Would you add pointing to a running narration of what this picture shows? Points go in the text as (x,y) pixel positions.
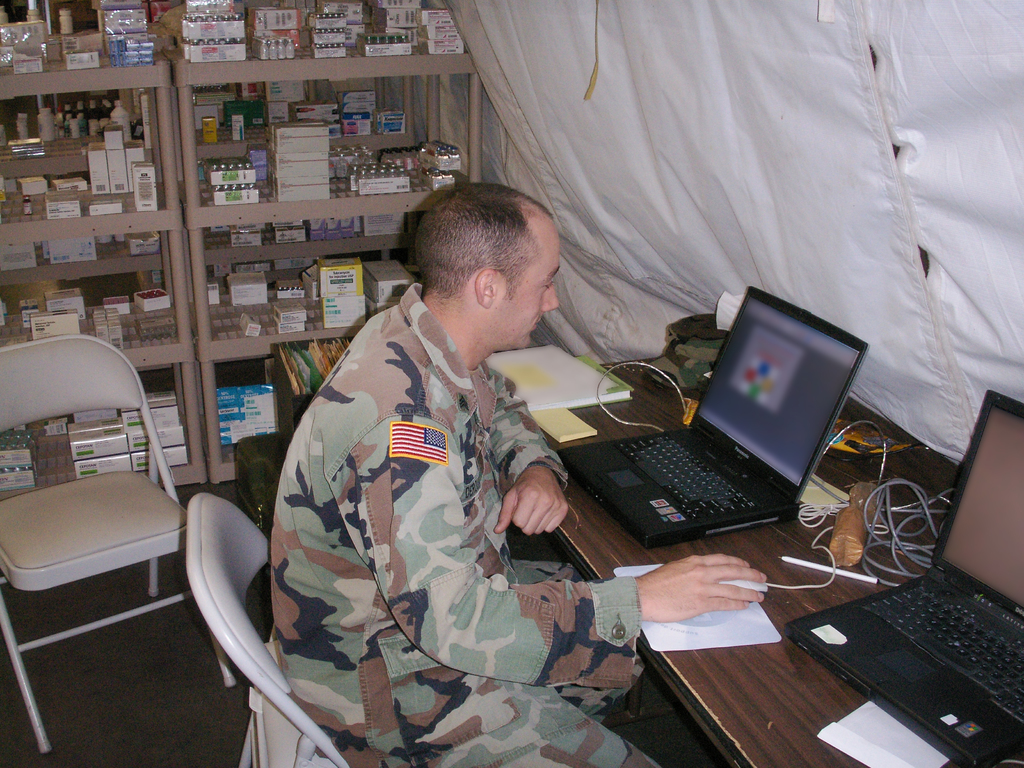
At the bottom of the image (624,633) there are some chairs (245,763) and a person (468,396) is sitting and there is a table (560,448), on the table (830,673) there are some laptops (805,370) and wires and mouse (739,579) books (532,401), pens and papers (564,435). At the top of the image (455,27) there are some racks (57,153), in the racks (69,159) there is medicine (398,127) and there is tent (477,15).
